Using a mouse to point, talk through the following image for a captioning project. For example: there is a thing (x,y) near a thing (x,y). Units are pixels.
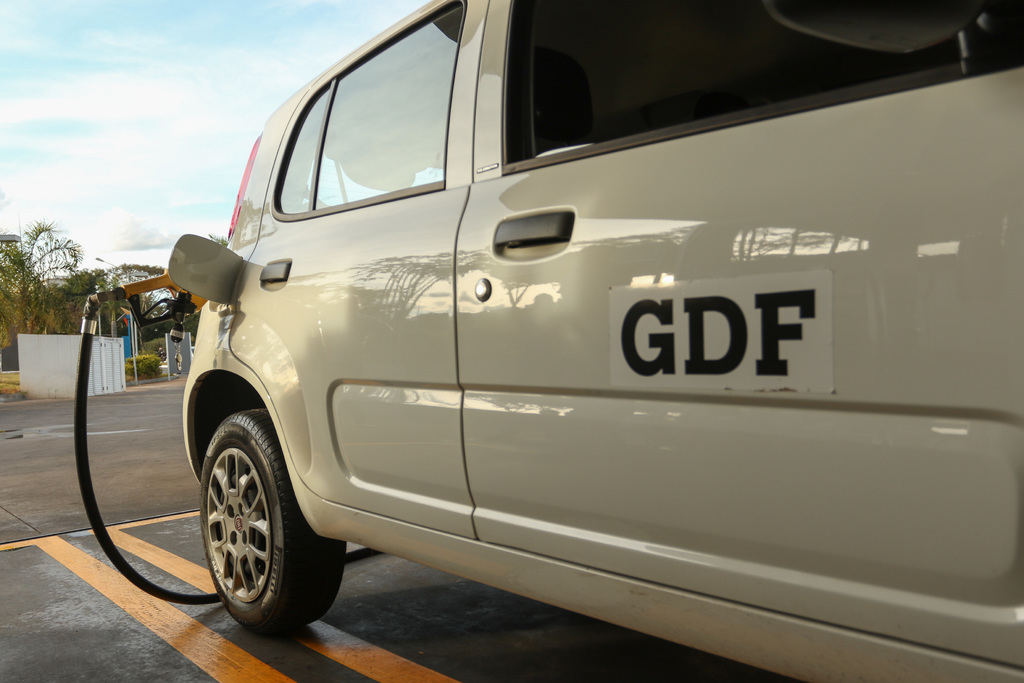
In this image in the front (503,397) there is a car (756,414) which is white in colour with some text (690,356) written on it. In the background (52,321) there are trees (65,306), there is a wall (54,364) which is white in colour and in the center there is a pipe (79,368) which is black in colour and the sky (170,108) is cloudy.
